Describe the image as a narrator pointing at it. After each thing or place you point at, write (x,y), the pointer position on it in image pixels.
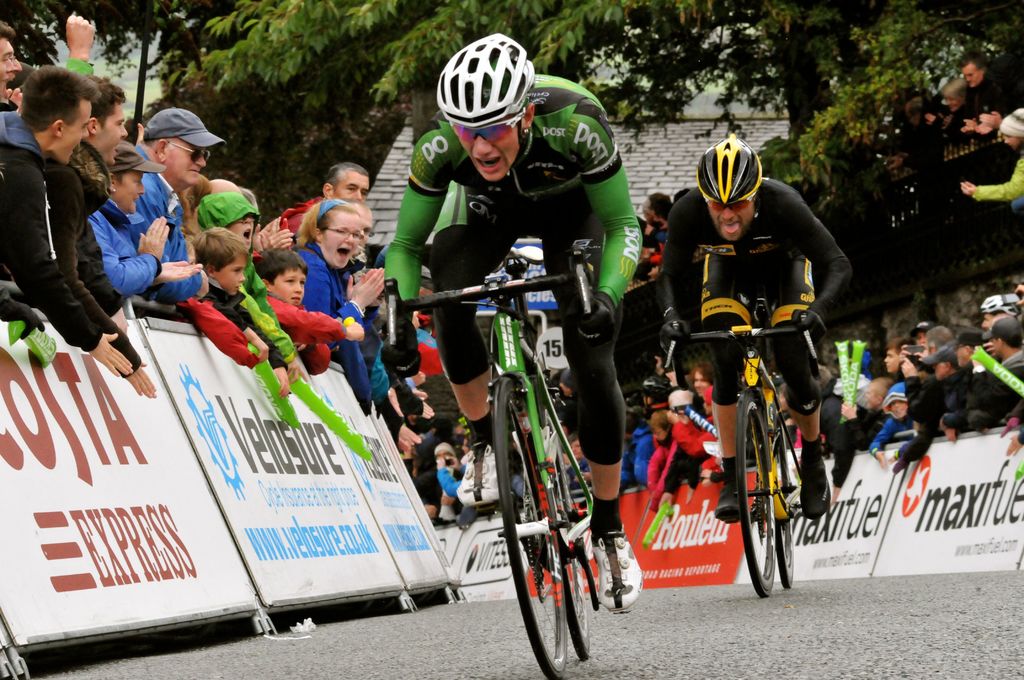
This image consists of two persons (588,403) wearing helmets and riding bicycles (503,306). At the bottom (708,632), there is a road (718,638). In the background (836,379), there are many people (82,190). To the right (851,50), there are trees (700,38).
